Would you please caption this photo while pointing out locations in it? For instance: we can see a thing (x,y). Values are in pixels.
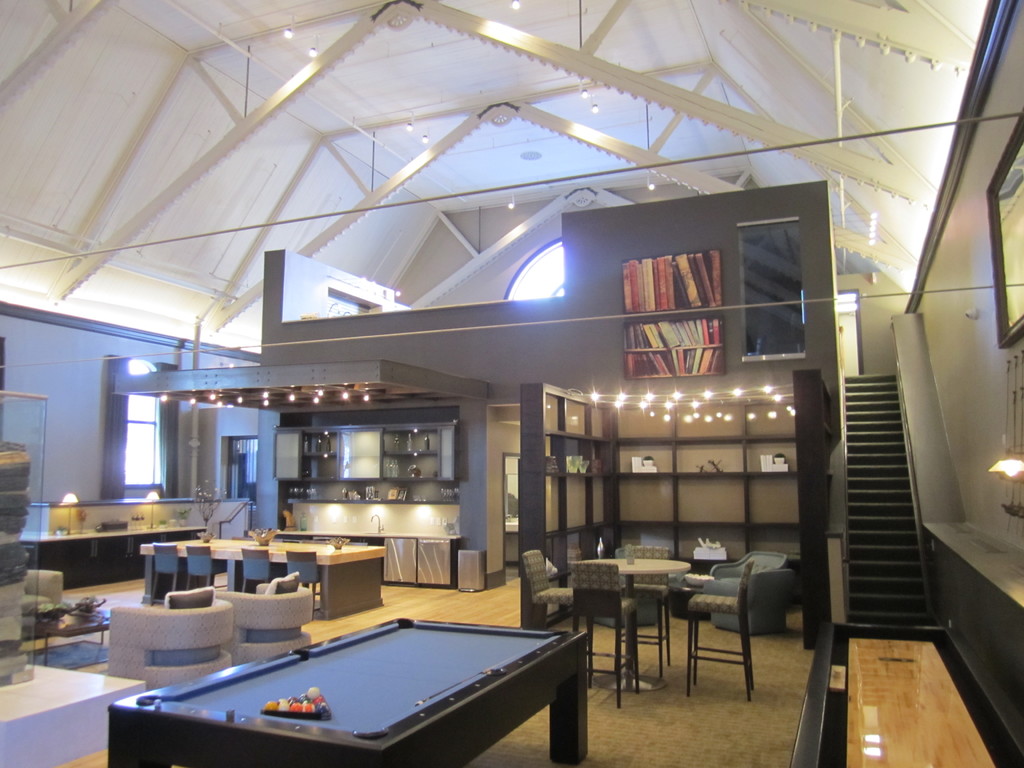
This image is inside a room (656,669). There are billiards table (429,710), dining table (353,601) with chairs (602,584), sofa (727,564), stairs (891,534), book shelf (678,478) and lights (652,396).
